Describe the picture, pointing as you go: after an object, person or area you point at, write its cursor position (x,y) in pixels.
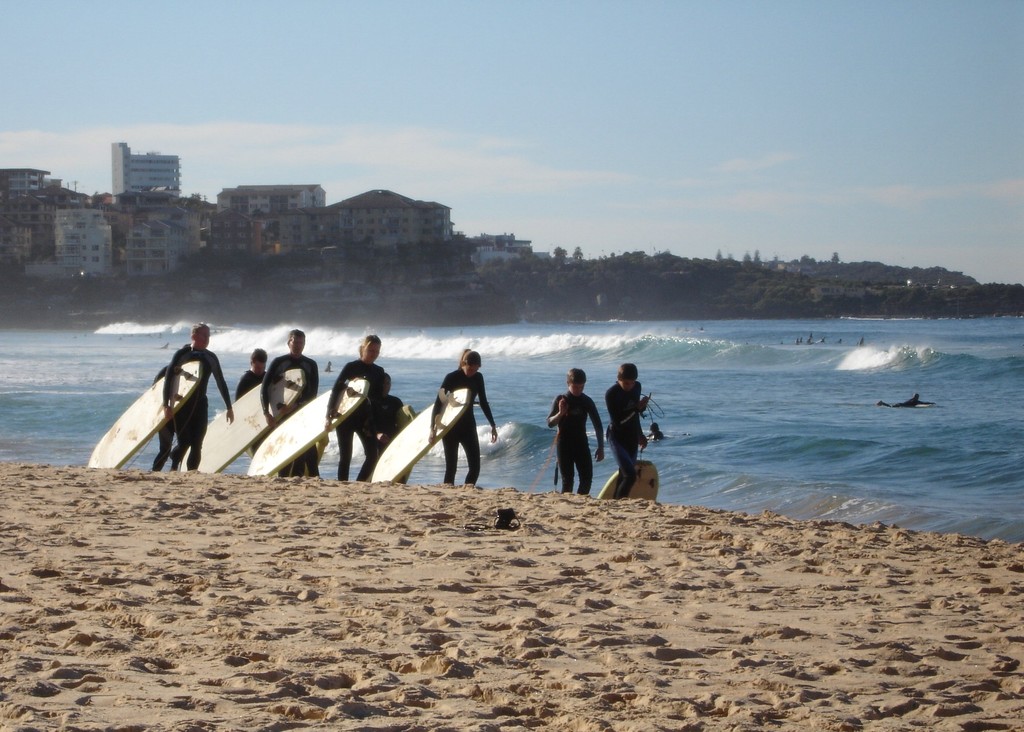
In this image i can see a person's (558,414) carrying the surf board (215,436) and the back ground (718,380) i can see few water (729,398) floating, a tree (673,292), a building (433,227) and a sky (443,147).
